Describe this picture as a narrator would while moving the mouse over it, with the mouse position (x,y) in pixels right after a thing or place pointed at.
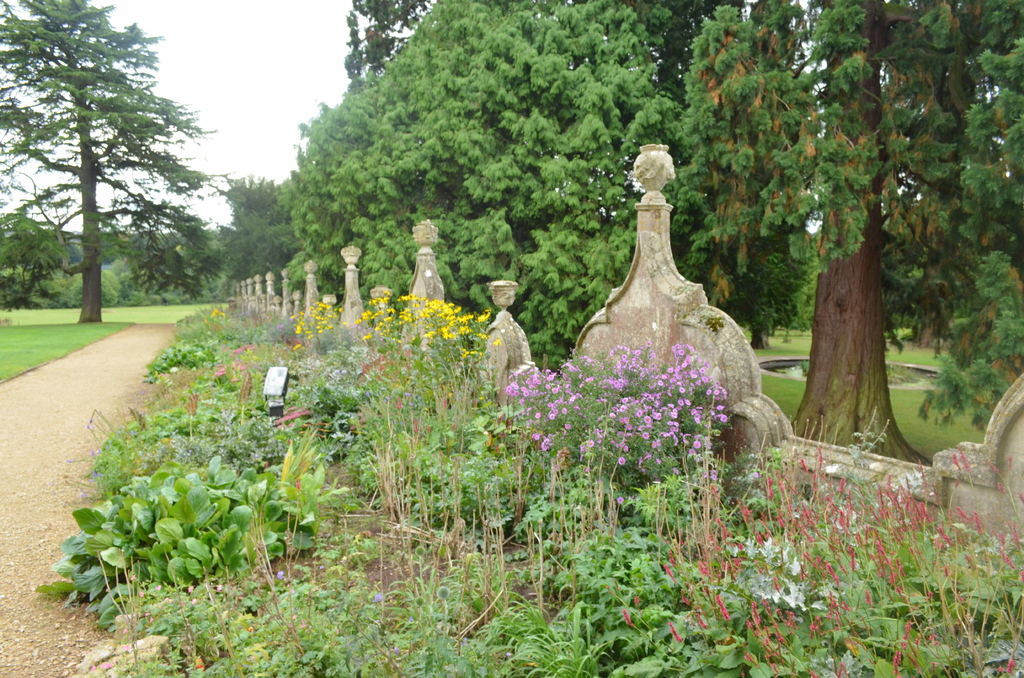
This picture shows few trees (454,165) and plants (275,459) and we see flowers (394,335) and a fence (719,354) and we see grass (74,339) on the ground (99,326) and a cloudy Sky (168,21).
